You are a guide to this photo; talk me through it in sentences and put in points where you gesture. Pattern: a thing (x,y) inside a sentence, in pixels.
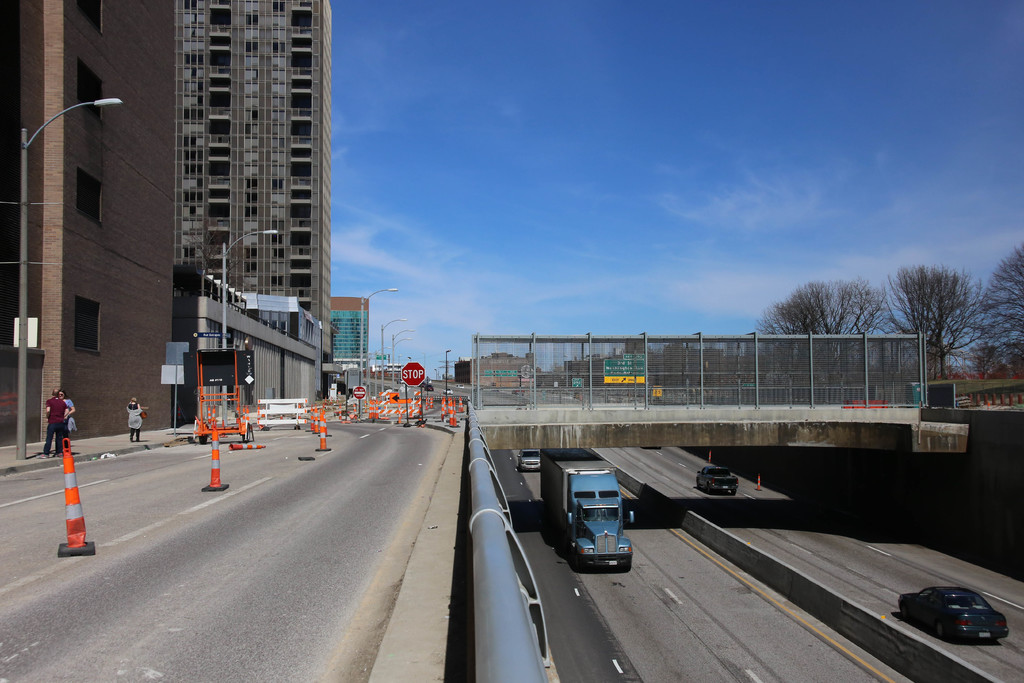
In this image on the right side (891,401) there is a bridge (693,437) and road (806,499), on the road (814,542) there are some vehicles (568,486) and trees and boards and on the left side (323,435) there are some barricades (385,403) and some people (55,423) are standing and some poles (347,407), boards (404,397) and objects (209,410) and street lights (24,198) and there are buildings (323,361) and walkway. At the top of the image (568,154) there is sky (630,289).
